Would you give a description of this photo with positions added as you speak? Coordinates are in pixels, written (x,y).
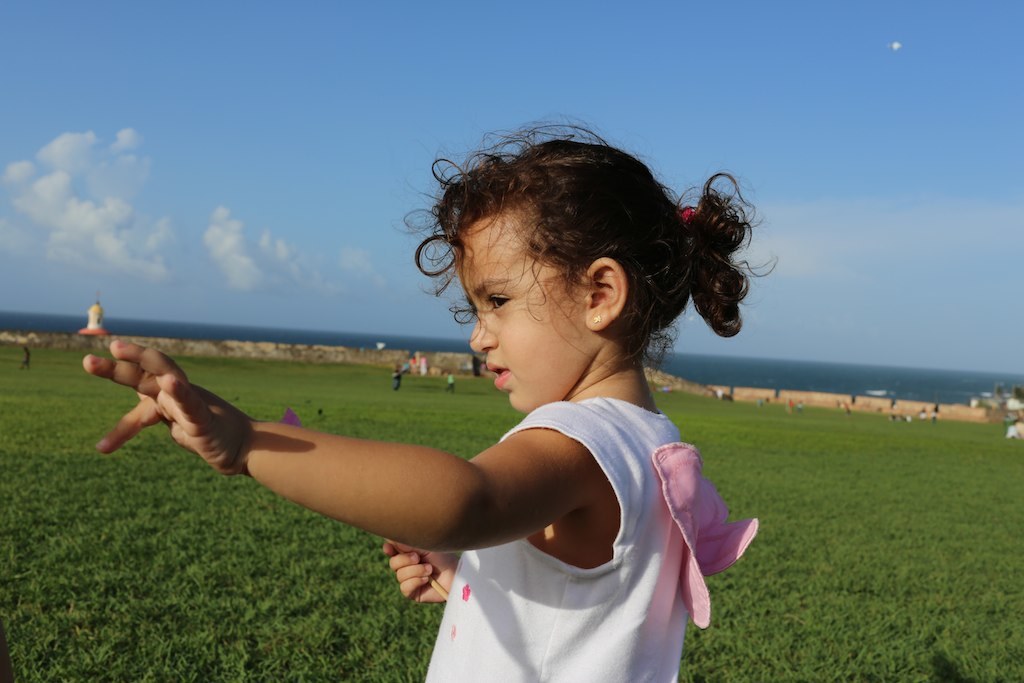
This picture is clicked outside. In the foreground (673,432) there is a girl (485,461) wearing white color t-shirt (591,640) and standing. We can see the ground (350,545) is covered with the green grass (112,531). In the background (118,31) there is a sky (129,37) and group of persons (1010,419) and some other objects (1019,407).
